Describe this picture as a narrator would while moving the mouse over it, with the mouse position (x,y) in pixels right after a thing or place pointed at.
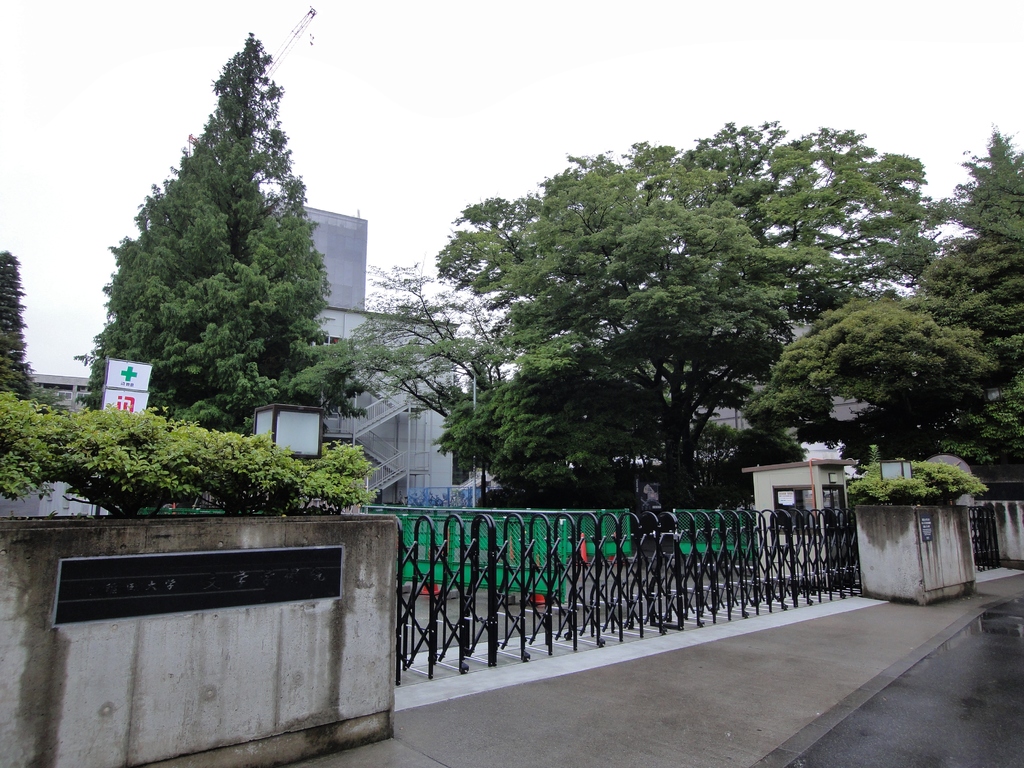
Here in this picture, in the front (495,629) we can see a gate (515,627) present over a place (478,629) and beside that on either side we can see plants (107,462) present and in the far we can see a building (334,285) with staircases (379,414) present and we can also see other plants (797,445) and trees (436,304) covered all over there and we can see some hoardings (131,382) and sign boards (141,405) present and we can see the sky (387,272) is overcast.
